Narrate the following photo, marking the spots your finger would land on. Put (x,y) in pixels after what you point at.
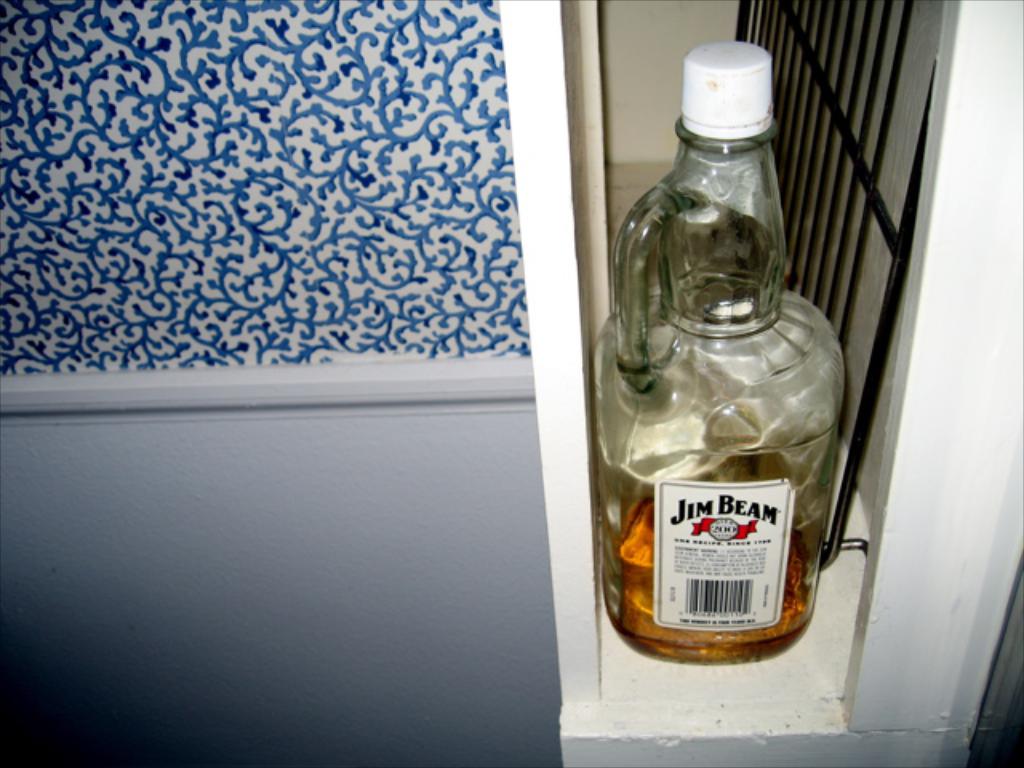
This bottle (709,226) is highlighted in this picture. On this bottle (682,639) there is a sticker (701,561). This is grill (829,254).
